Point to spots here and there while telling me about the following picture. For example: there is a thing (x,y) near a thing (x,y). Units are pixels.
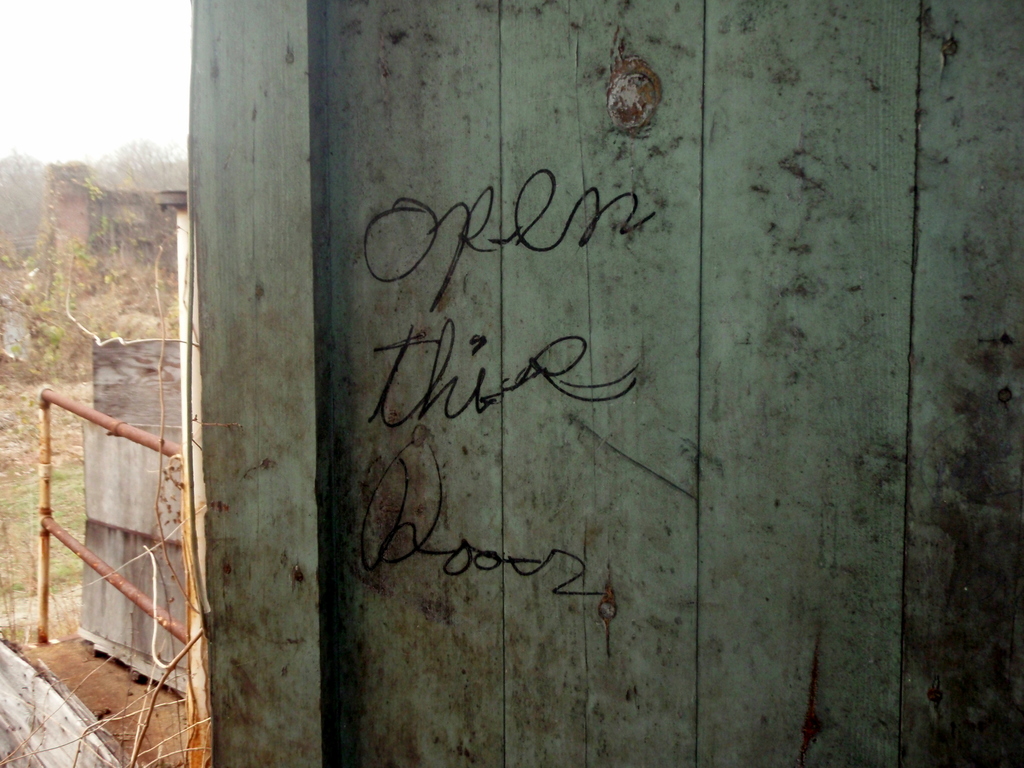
This looks like a wooden door (731,386). These are the letters (477,400) written on the door (555,465). In the background (81,283), I can see the plants (114,299). This looks like a wooden object (150,388).
